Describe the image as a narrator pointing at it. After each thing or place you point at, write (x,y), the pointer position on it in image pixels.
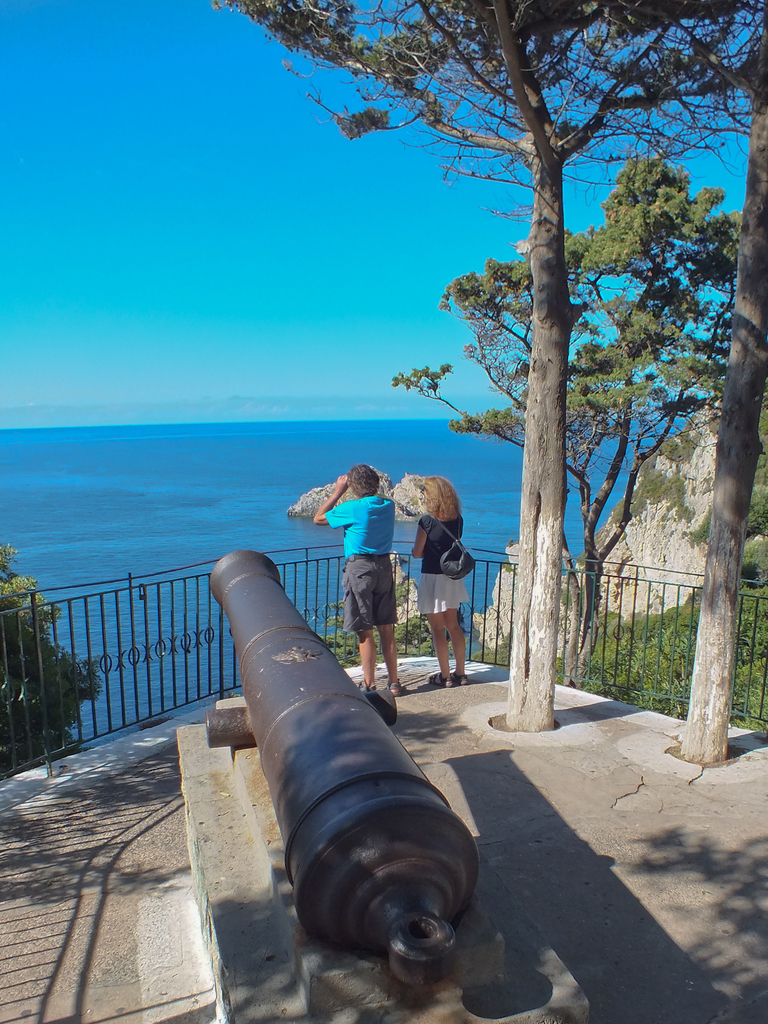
In the center of the image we can see one solid structure (274,925). On the solid structure (250,860), we can see one object (344,750), which is in brown color. And we can see two persons (379,604) are standing. Among them, we can see one person (357,522) is holding some object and the other person (430,577) is wearing a bag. In the background (250,216) we can see the sky (235,194), water (493,441), trees (531,276), plants (762,624), stones (400,577), fence (56,646) and a few other objects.
